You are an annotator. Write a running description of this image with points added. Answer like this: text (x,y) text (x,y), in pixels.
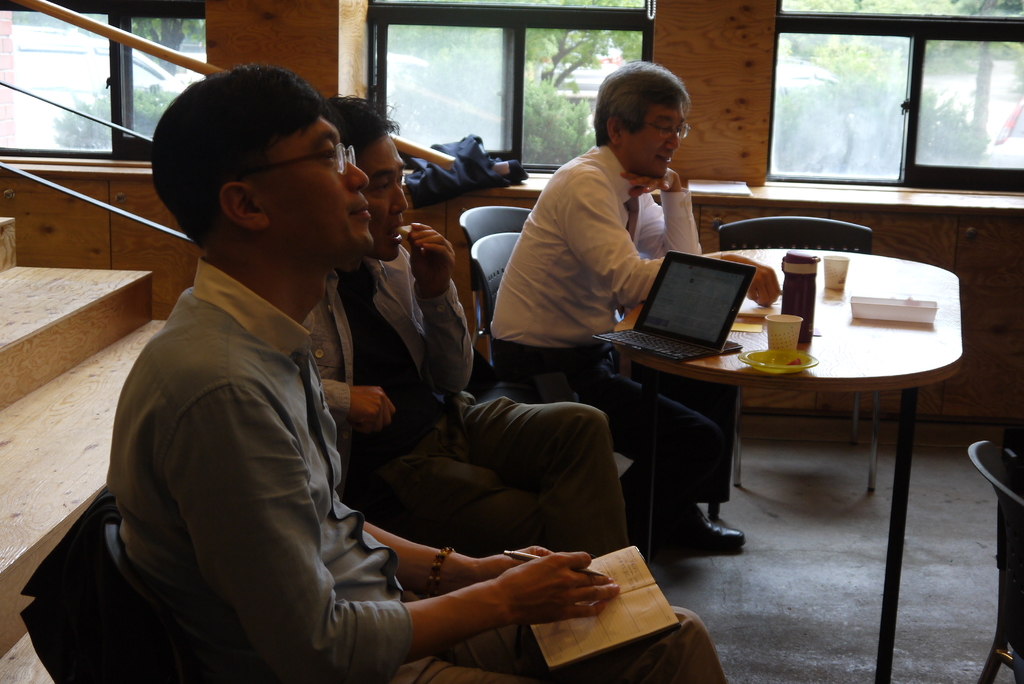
In this image there are three persons (528,272) sitting on the chair (492,259). On table (759,342) there is a laptop (680,312), cup (779,345), plate (764,368) and bottle (803,268). At the background (826,91) there is a window (827,121) and trees (559,55).
